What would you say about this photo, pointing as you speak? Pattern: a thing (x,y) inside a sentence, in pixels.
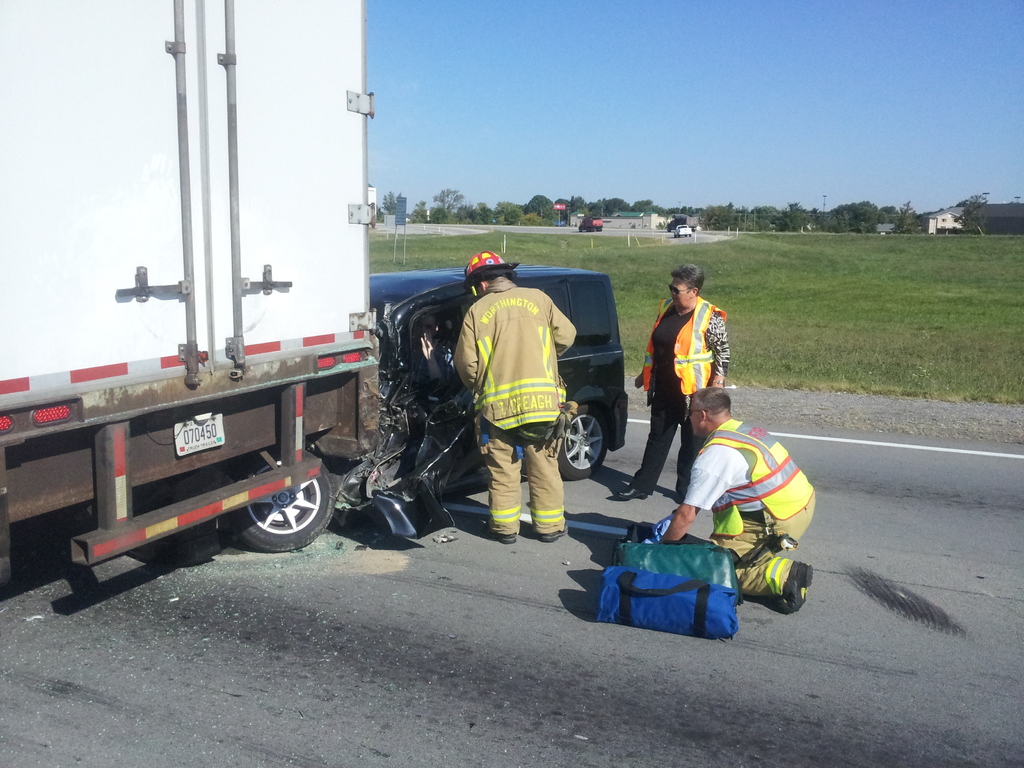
In this picture, we can see a few vehicles (262,257) and a damaged vehicle (426,499) and we can see the ground (553,262) covered with grass (733,380), trees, buildings (940,213), poles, and the sky (793,92).
